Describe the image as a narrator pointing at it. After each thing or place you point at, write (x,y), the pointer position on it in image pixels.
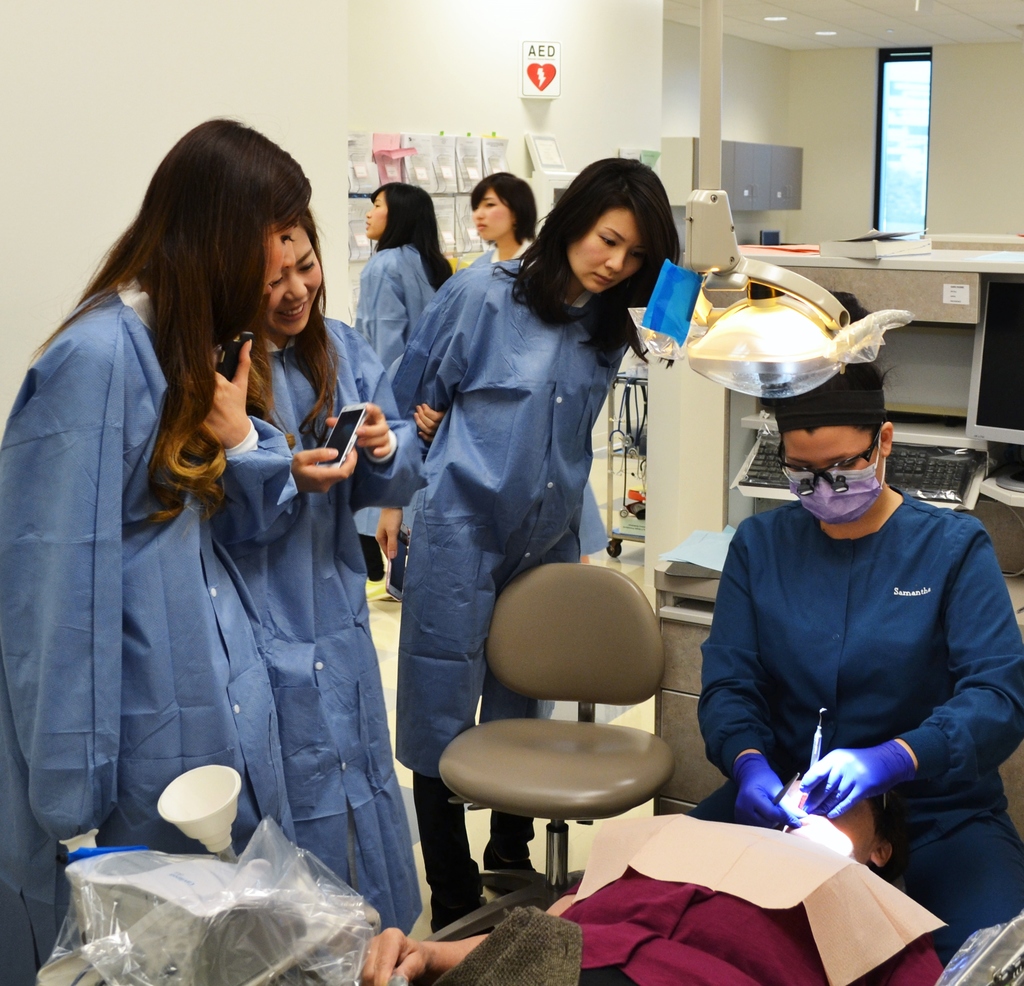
This is a dental hospital (651,591). Here we can see all the doctors (401,449) standing wearing blue colour aprons (312,652). Here we can see one doctor (852,586) sitting on chair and doing treatment to the patient (676,925). This is a window (898,185), wall (550,107), and few notice papers (458,168). This is a light (753,381). This is a monitor (1009,414), keyboard (896,469). This is empty chair (623,694) near to this person (749,690).
